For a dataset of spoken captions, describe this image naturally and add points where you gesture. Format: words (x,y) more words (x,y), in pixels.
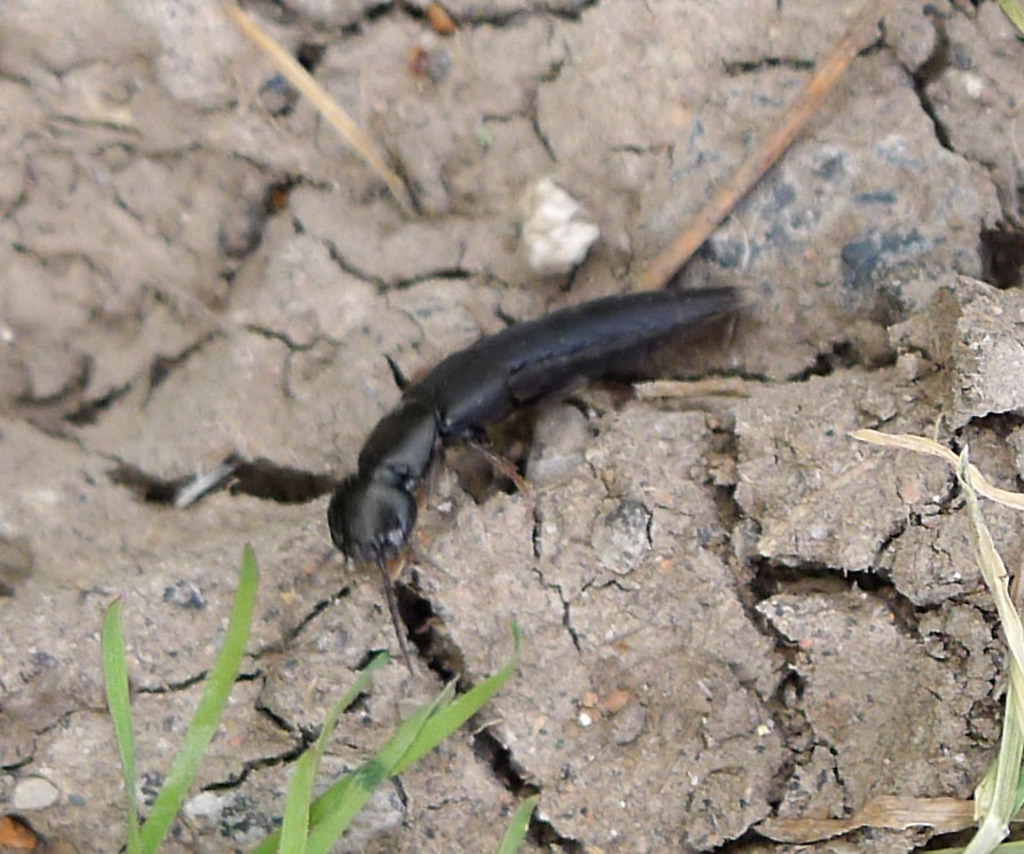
In this picture there is an insect (629,362) on the ground (292,625). At the bottom (1009,818) there is grass (343,828).
